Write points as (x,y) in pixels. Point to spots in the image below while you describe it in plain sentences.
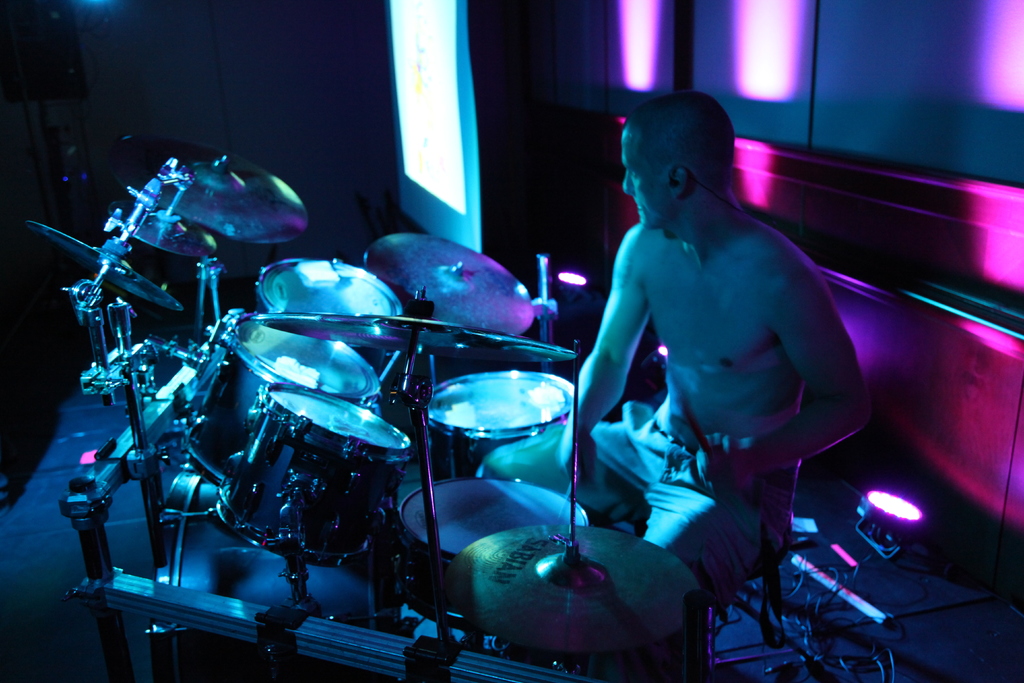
In this image, we can see a person (746,387) is playing a music instrument (451,494). Here we can see lights (915,504), wires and surface (868,635). Background (425,112) we can see wall (378,110), screen (418,125), light focus (742,81) and few objects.
